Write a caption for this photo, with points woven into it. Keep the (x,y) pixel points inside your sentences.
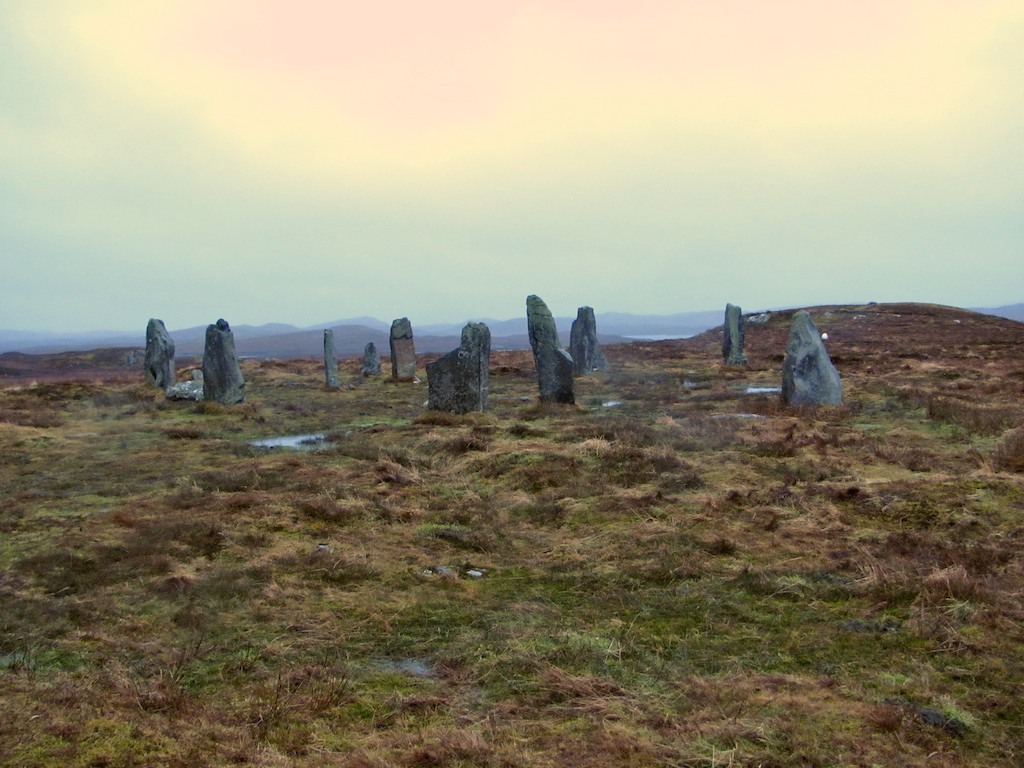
In this image we can see stones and grass (617,377) on the ground (630,357). In the background (643,318) there are mountains (650,325) and clouds (296,270) in the sky (231,209).
